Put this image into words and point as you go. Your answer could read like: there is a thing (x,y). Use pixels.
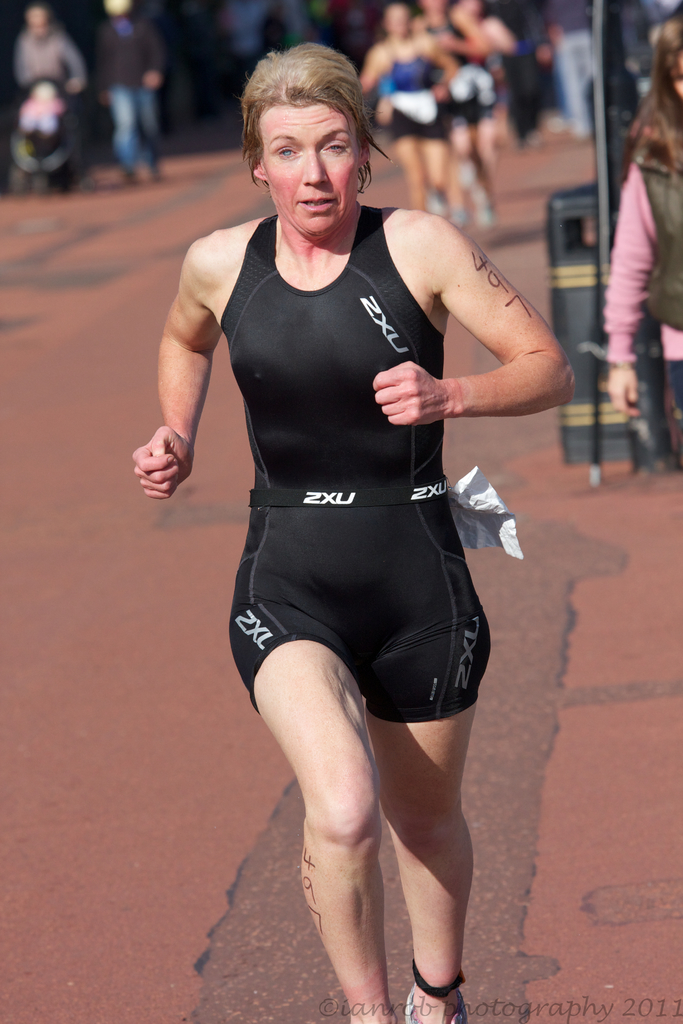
In the center of the image (247,645) there is a lady (250,656) running, wearing a black color dress (422,428). In the background of the image (479,27) there are people (486,17). At the bottom of the image (514,806) there is road (604,626).
